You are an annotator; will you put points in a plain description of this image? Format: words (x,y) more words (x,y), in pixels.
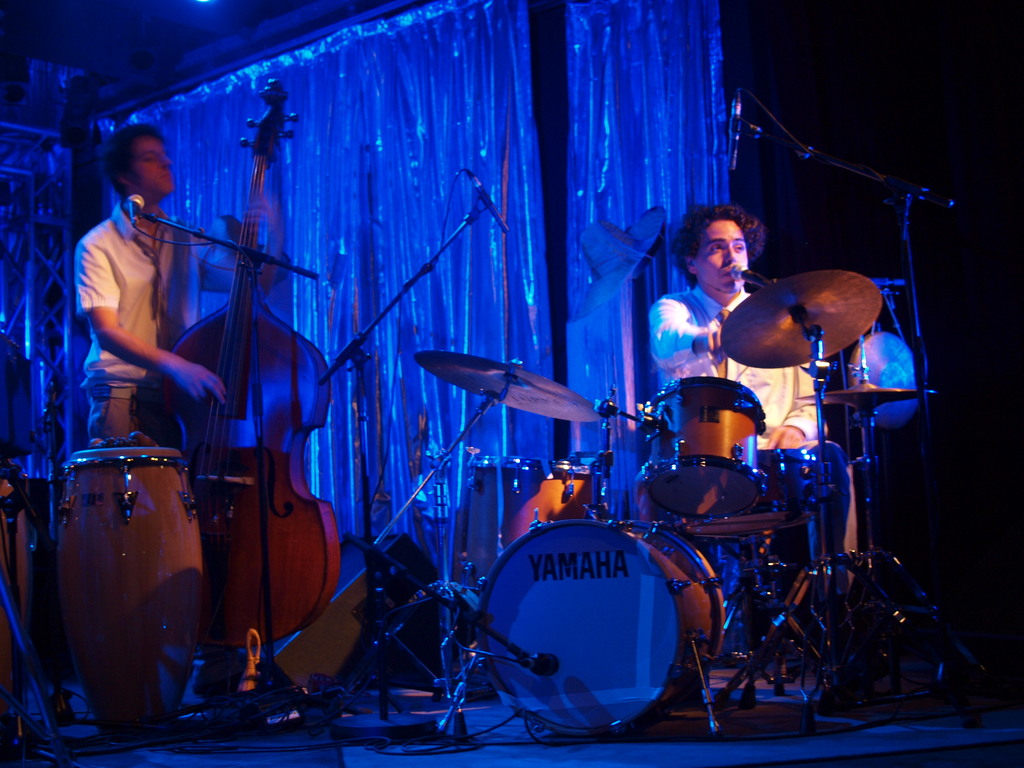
Right side of the image (784,380) a person (771,379) is sitting and playing musical instruments (831,290) in-front of mics (741,120). Left side of the image (125,305) a person (144,342) is playing double bass (255,196) in-front of mic (129,211). Background (584,213) portion of the image we can see a beam (43,282), curtain (465,207) and hat (612,233).
